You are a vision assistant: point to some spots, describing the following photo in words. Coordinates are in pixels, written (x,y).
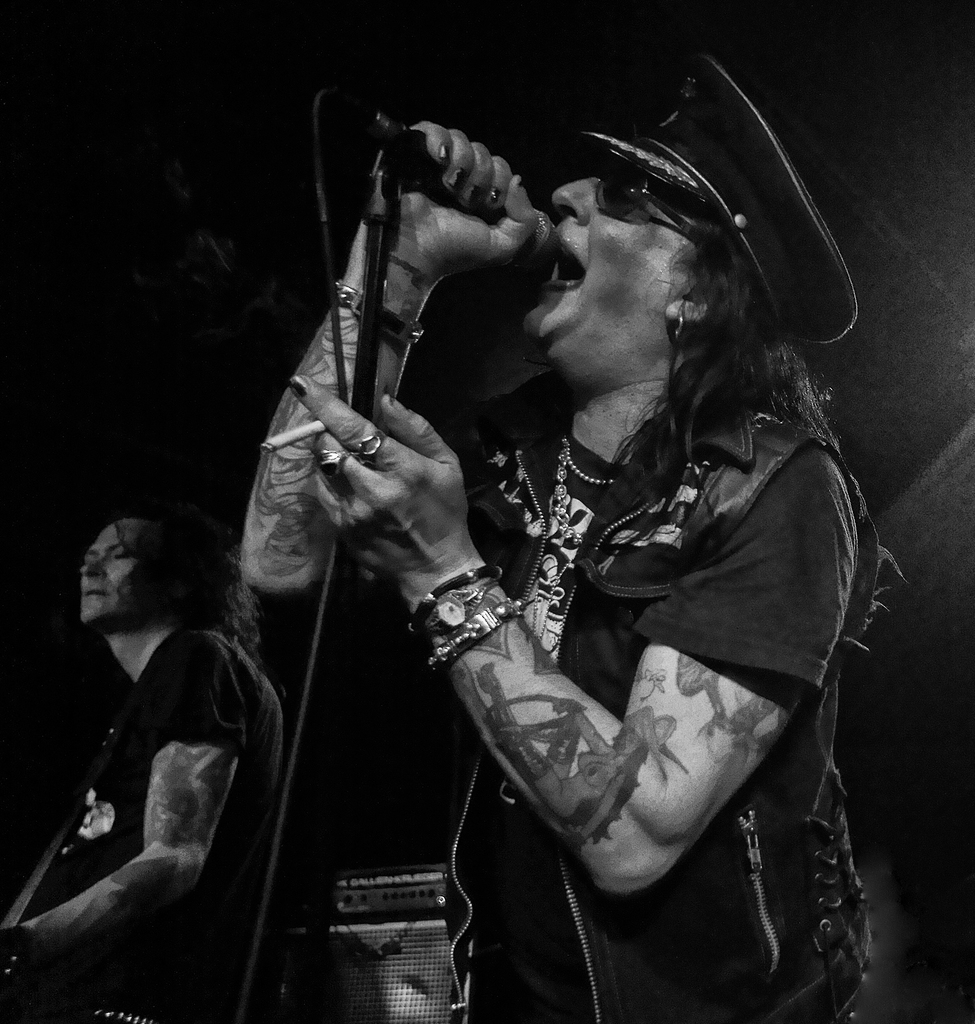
In this image I see 2 men (606,275) in which this man (140,604) is holding a musical instrument (32,1007) and this man (602,205) is holding a mic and he is also wearing a cap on his head (695,309). In the background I see an equipment (353,994).
